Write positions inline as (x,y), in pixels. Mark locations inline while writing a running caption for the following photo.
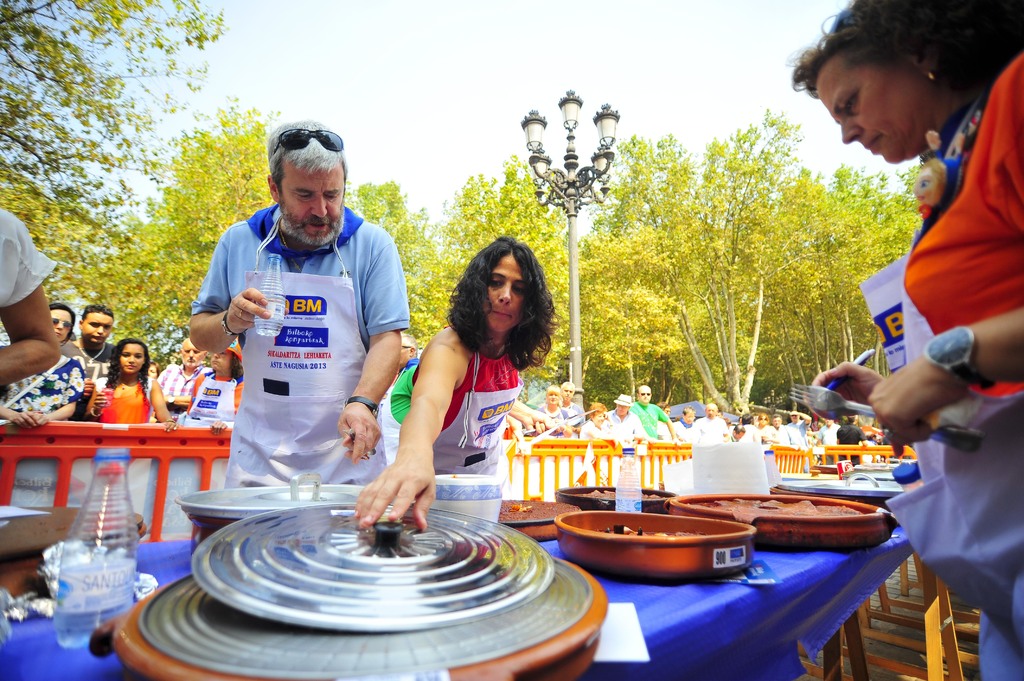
There are 4 people (1002,609) here at the table (555,540) on which food items (685,539) bottles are there. Behind them there are few people (630,438), fence (573,460), pole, light (543,162), trees (690,219) and sky (604,96).
